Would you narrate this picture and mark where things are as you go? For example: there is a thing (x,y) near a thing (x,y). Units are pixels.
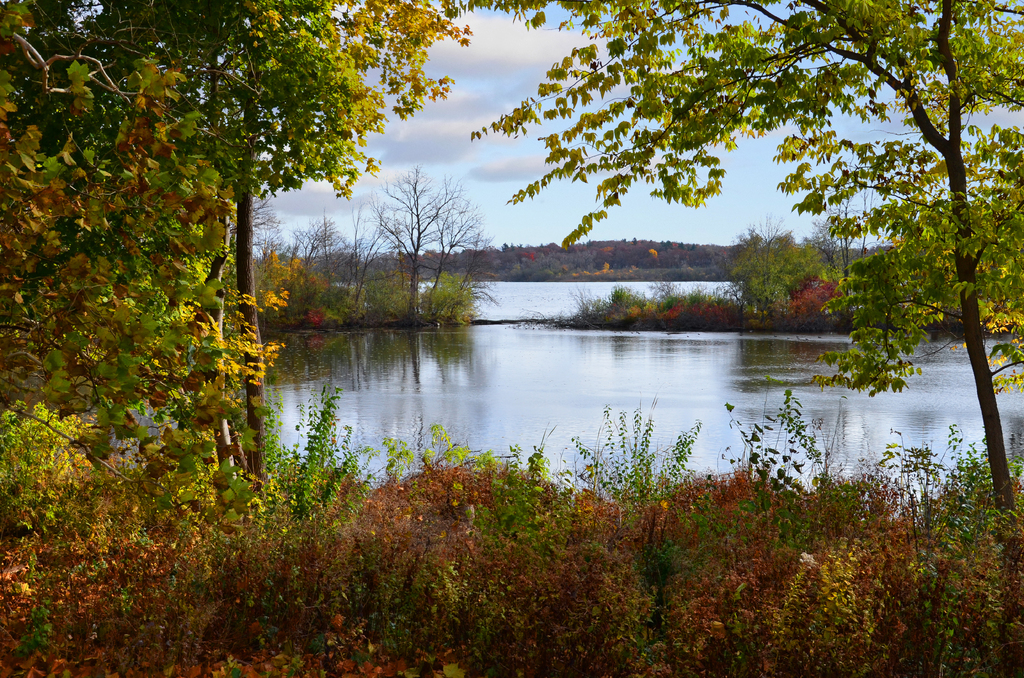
In this image we can see many trees (77,176) and plants (221,540). There is a sea (621,398) in the image. There are few hills (648,255) in the image. There is a blue and cloudy sky (528,91) in the image.
